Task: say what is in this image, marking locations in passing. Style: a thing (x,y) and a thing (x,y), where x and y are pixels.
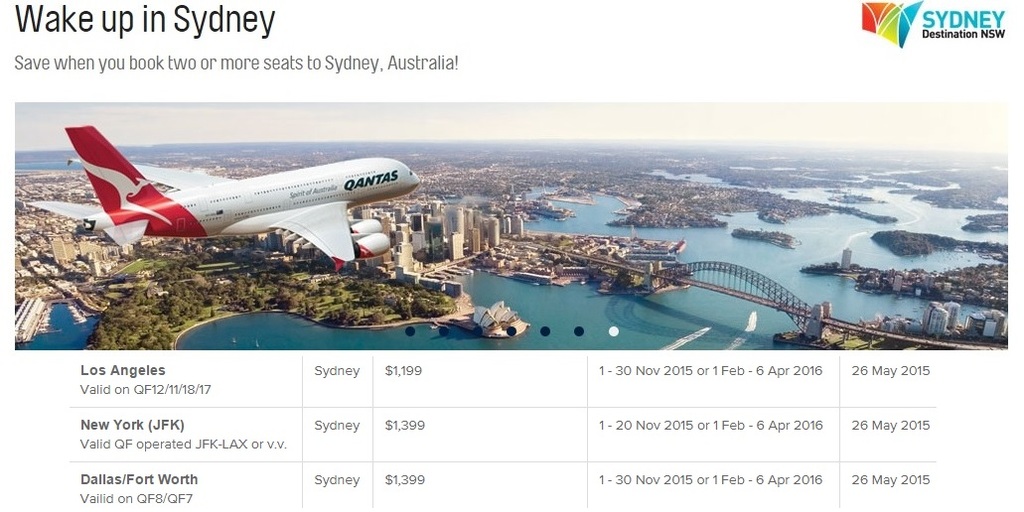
This is an advertisement. This is an aerial view. In this picture we can see the buildings (517,334), water (533,308), bridge (743,297), trees (349,284) and an airplane (130,212) is flying in the sky (542,132). In the background of the image (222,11) we can see the text (886,483). In the top right corner (930,19) we can see the text (973,35) and logo (906,26).
